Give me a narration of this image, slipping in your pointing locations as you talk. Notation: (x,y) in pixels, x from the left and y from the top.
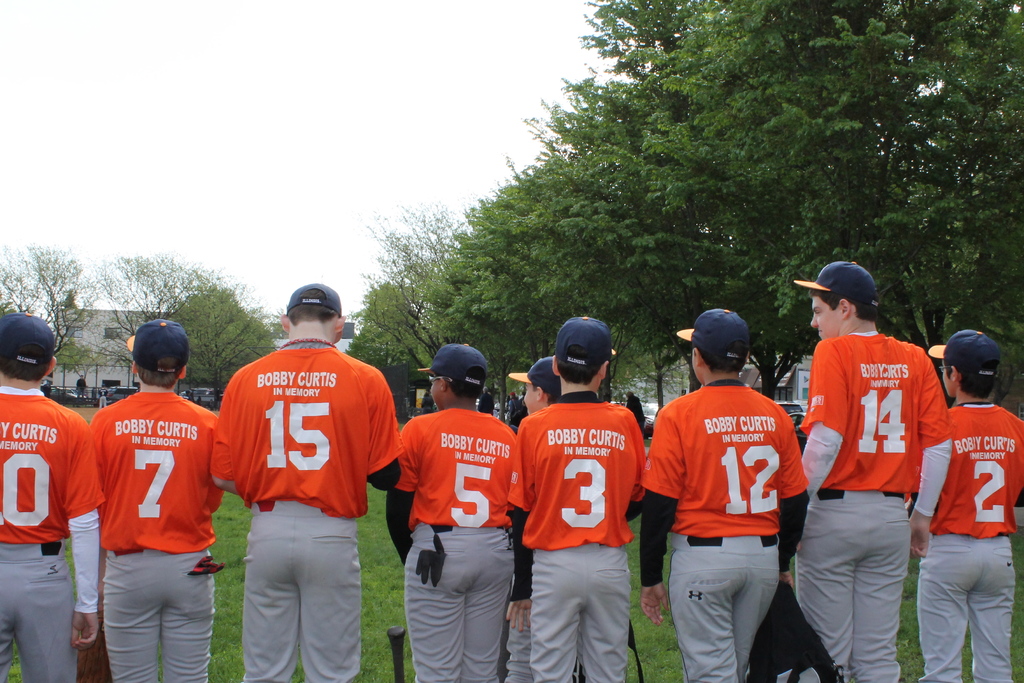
In the center of the image (387,415) there are people (305,614) standing wearing orange color t-shirt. In the background of the image (495,233) there are trees (71,301). There is building (97,343). At the bottom of the image (376,618) there is grass (376,600).
